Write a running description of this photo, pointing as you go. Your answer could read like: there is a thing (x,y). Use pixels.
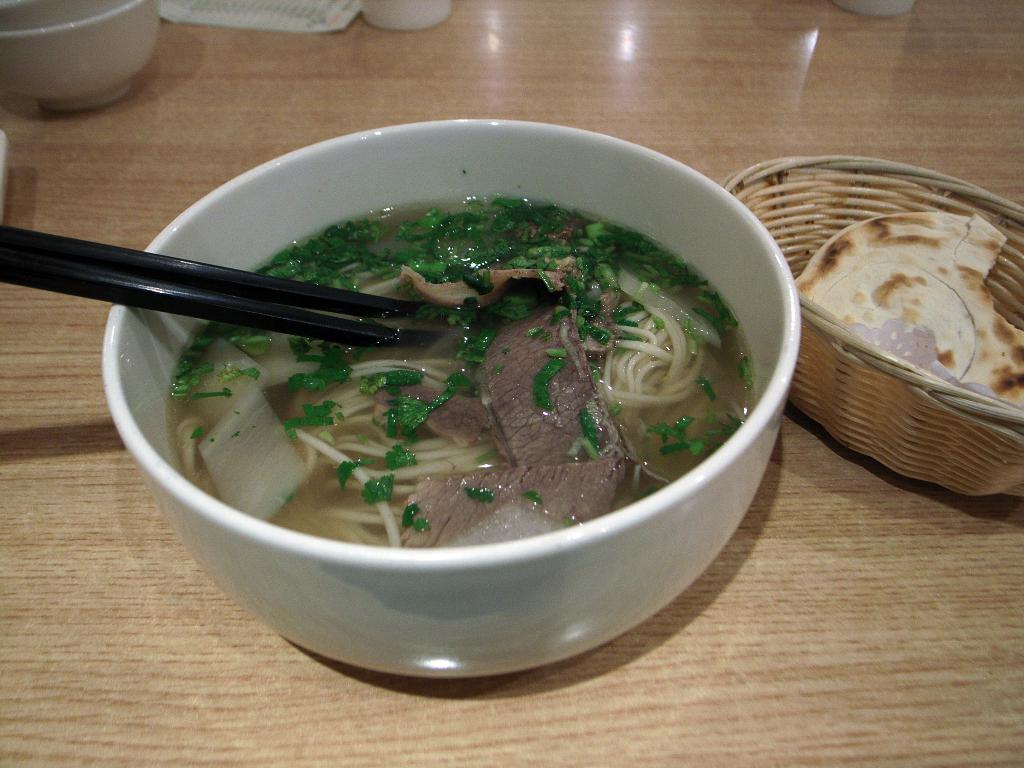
In this picture there is a mutton soup (249,435) in a white bowl (283,567) which is placed on the wooden table top (847,647). Beside there is a small wooden basket (909,429) with a chapati (963,350).
